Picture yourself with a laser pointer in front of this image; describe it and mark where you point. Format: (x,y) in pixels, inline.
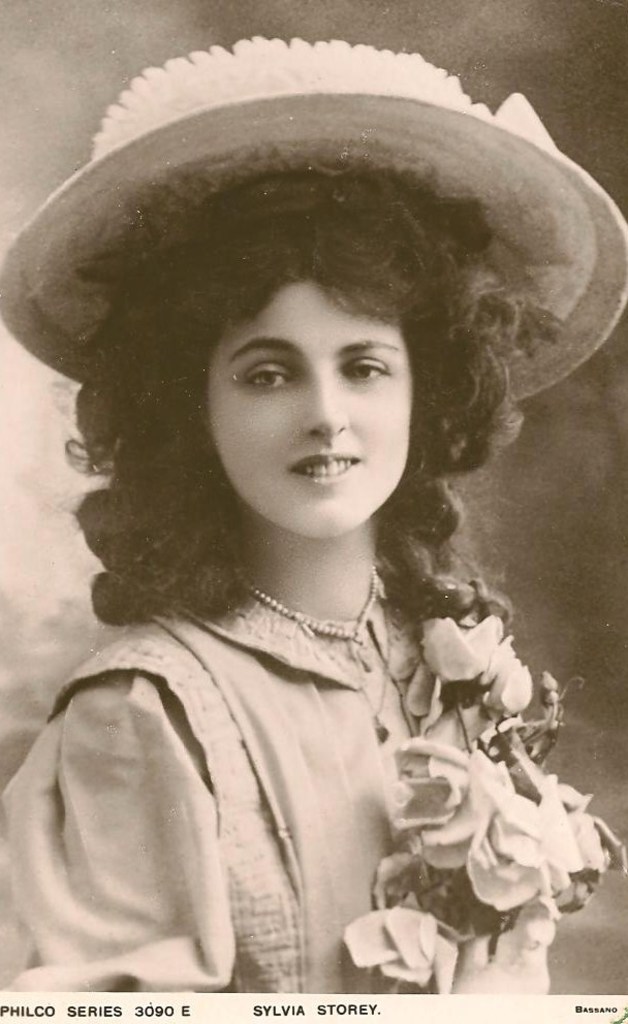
In this image at front (87,909) there is a woman (277,536) wearing a hat (532,138).
